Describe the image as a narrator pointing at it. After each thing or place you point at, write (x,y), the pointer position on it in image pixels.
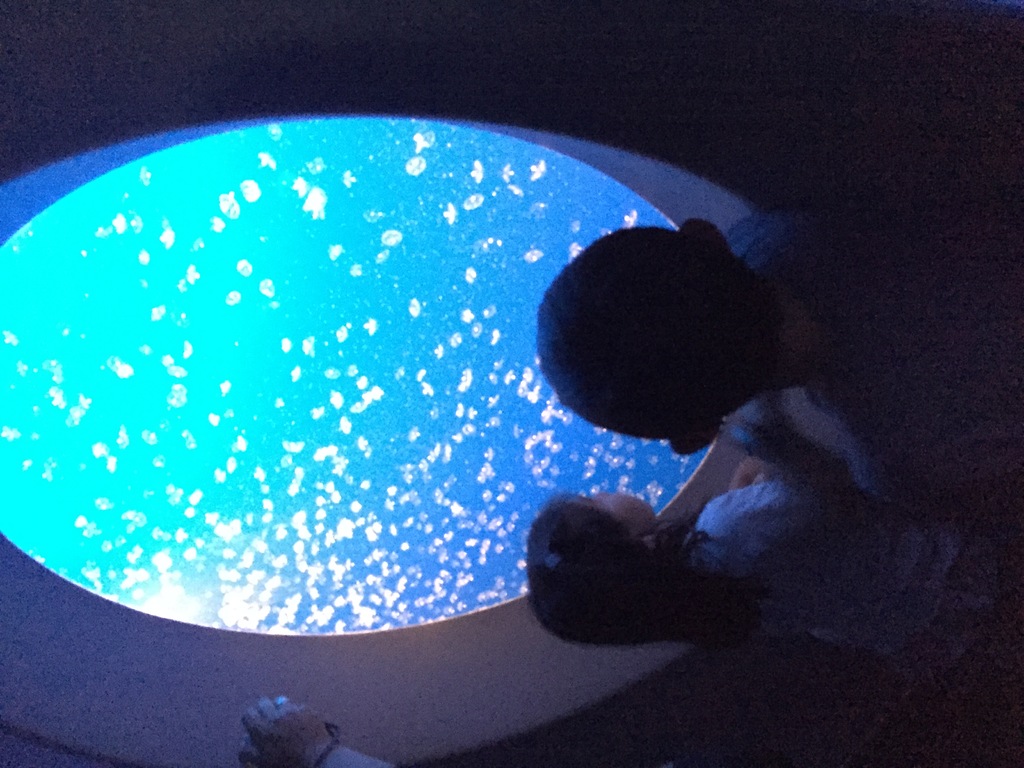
In this picture we can see few people (765,511) and dark background (838,67).
